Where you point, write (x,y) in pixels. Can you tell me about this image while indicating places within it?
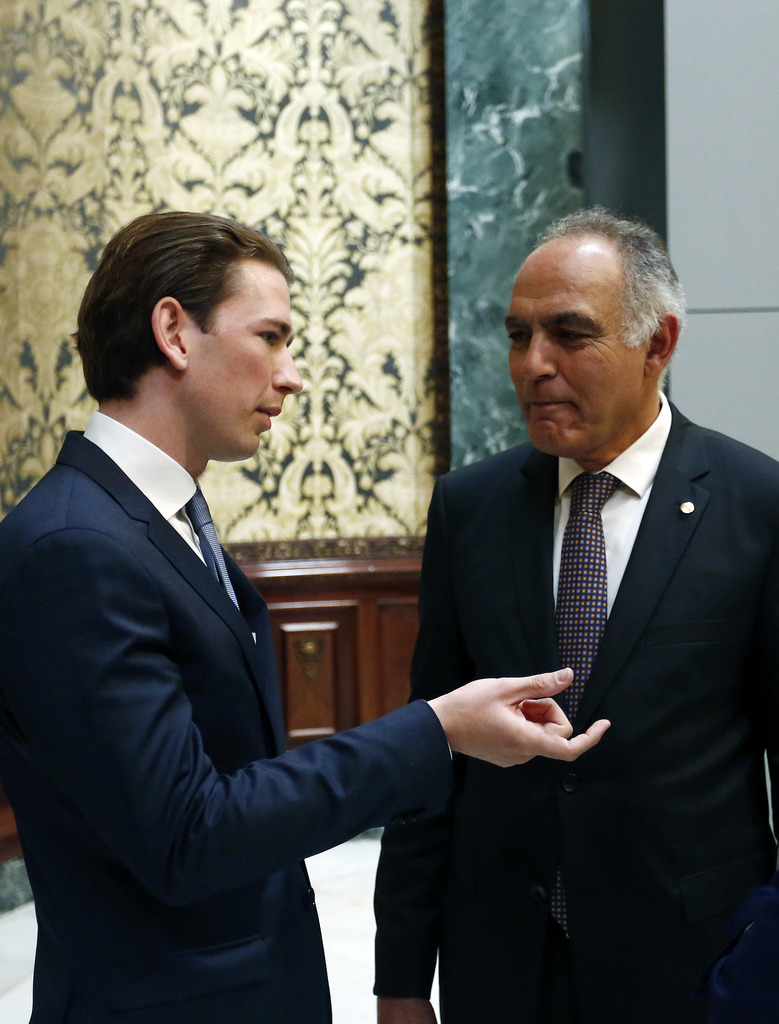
In this image there are two men (215,665) who are wearing the suits (207,646) are talking with each other. In the background (298,127) there is a wall (225,121) on which there is a design (284,87). Below the wall (360,545) there is a cupboard (362,616).
